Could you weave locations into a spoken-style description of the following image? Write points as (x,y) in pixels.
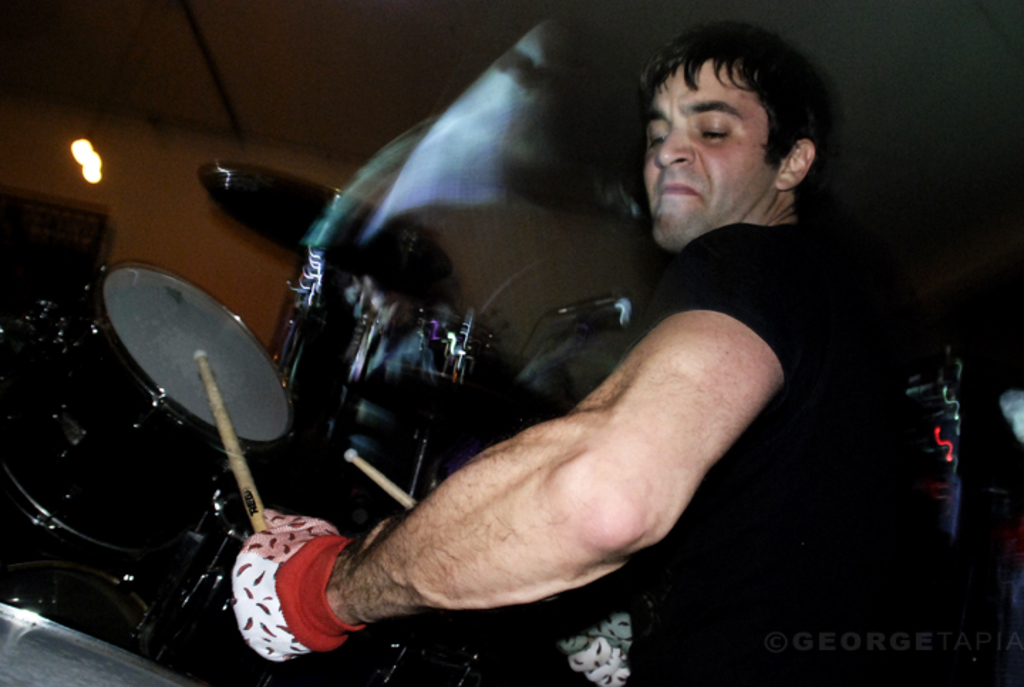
As we can see in the image there is a man (753,177) wearing black color t shirt (774,277) and playing musical drums (294,375).
